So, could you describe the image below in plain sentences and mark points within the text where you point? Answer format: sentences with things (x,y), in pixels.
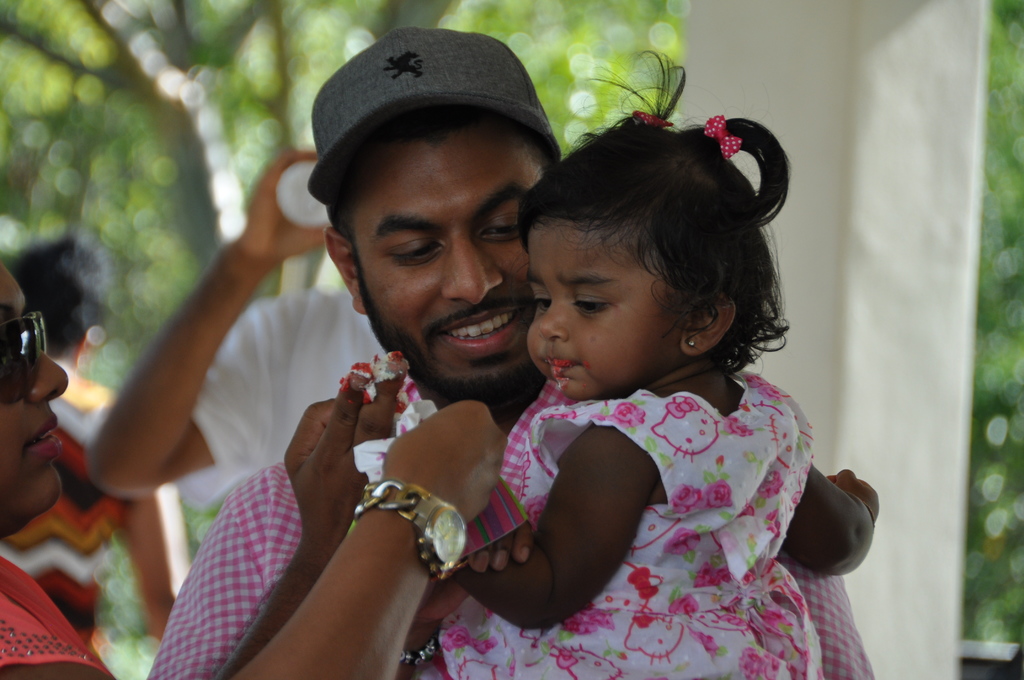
As we can see in the image in the front (421,36) there are group of people (457,318). In the background (178,125) there are trees (224,61) and the background (506,27) is little blurred.
